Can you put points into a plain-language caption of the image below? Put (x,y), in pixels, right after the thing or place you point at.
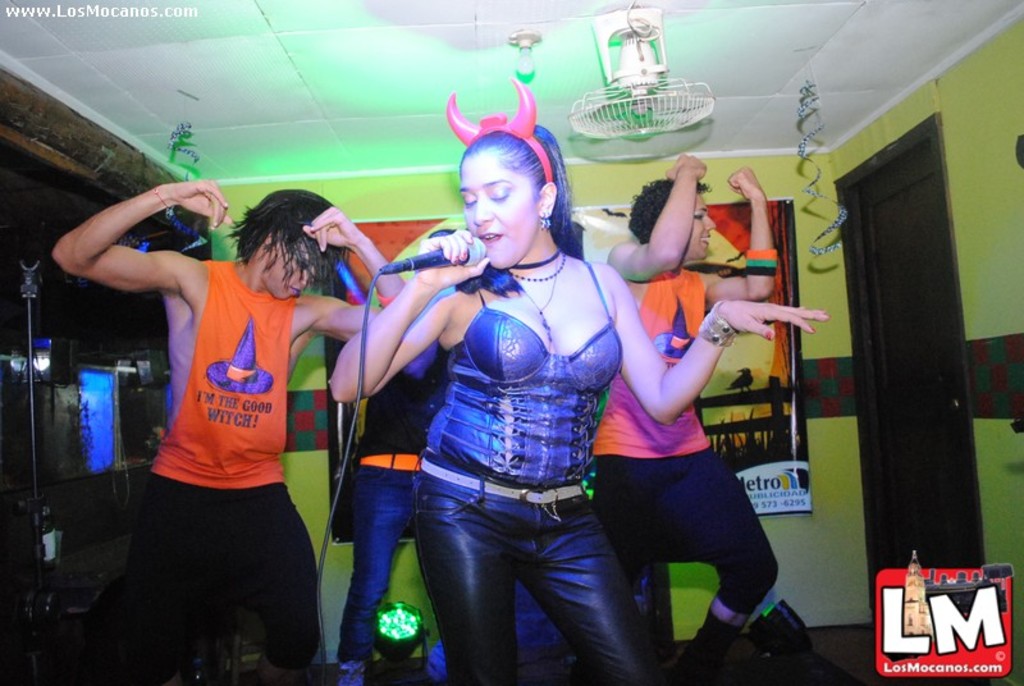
Here we can see people (675,250). These people (560,237) are dancing. This woman (511,246) is holding a mic (435,263). Background (804,462) we can see hoarding (350,515), focusing light (412,616), fan (629,106) and mic stand (38,515). Right side (926,646) bottom of the image (926,633) there is a logo (940,622). Left side (63,10) top of the image (134,9) there is a watermark (134,9).
